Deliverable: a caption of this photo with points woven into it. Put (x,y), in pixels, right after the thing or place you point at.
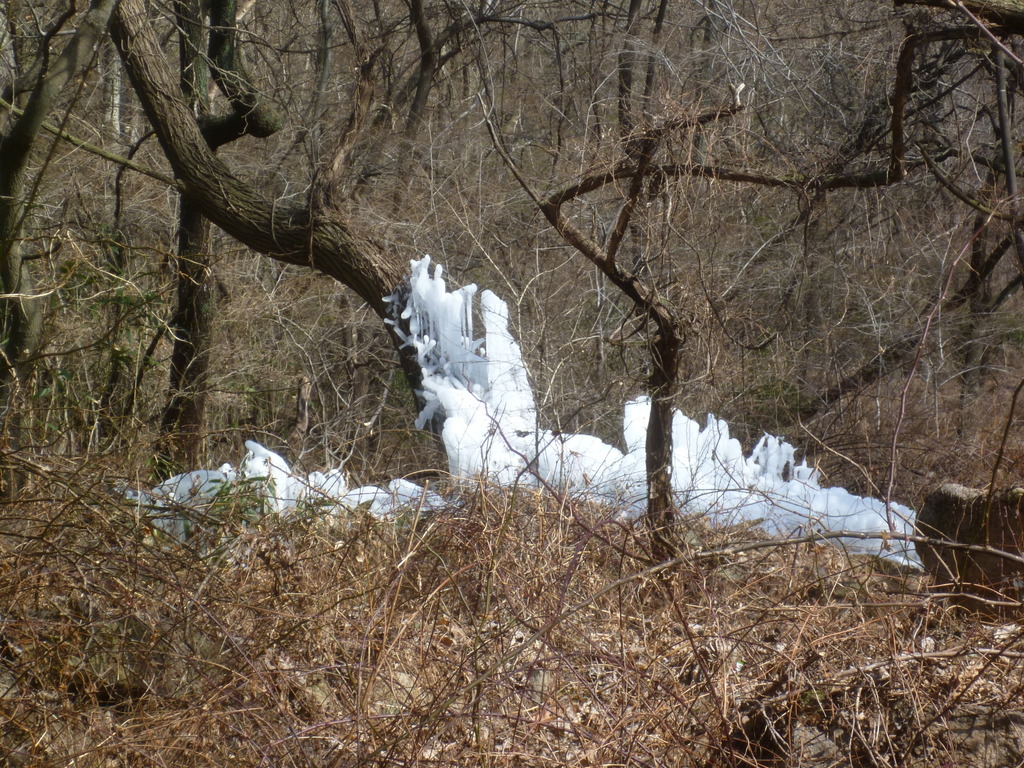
It is a forest (346,318) there are many dry plants (336,320) and dried trees (354,229) to the trees (364,244) there is some ice (642,461) formed upon the tree (242,217).
